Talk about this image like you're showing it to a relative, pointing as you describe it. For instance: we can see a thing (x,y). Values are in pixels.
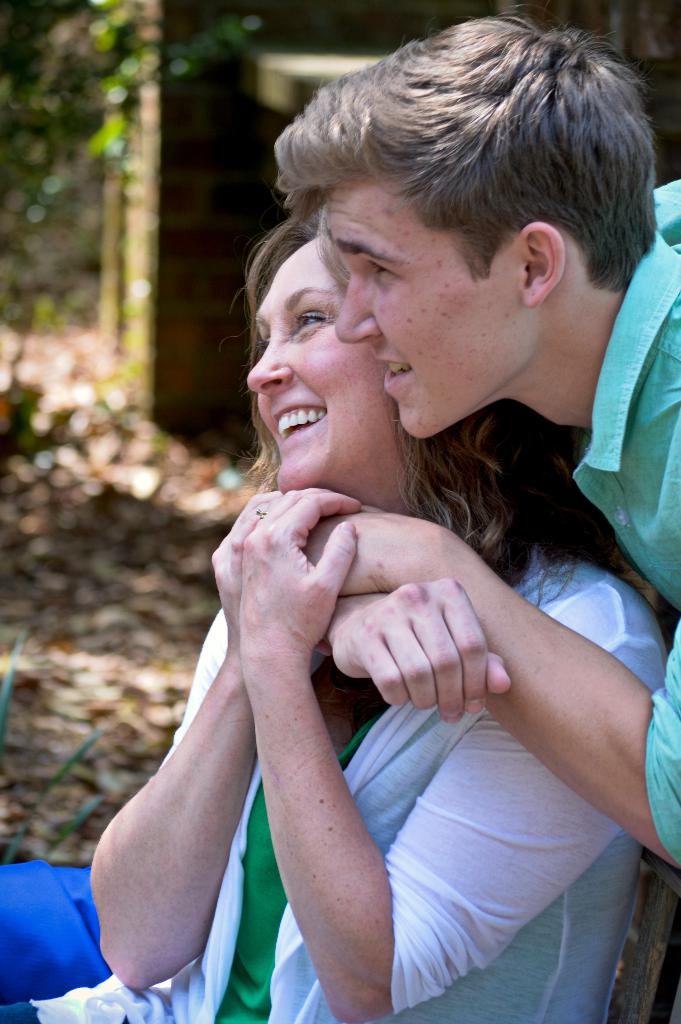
In this image there is a person (436,575) holding another person (92,1010), and there is blur background (124,126).
